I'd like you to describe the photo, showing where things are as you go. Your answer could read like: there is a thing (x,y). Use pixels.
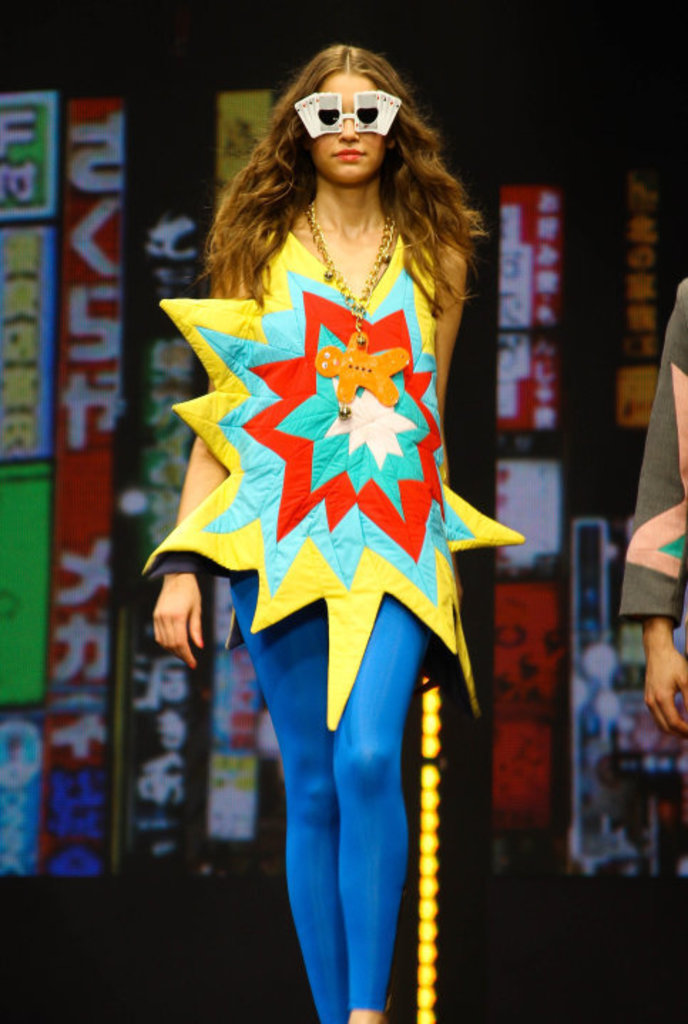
In this image we can see a lady (289,674) wearing goggles (355,112) is walking. In the back (524,406) there are banners (105,323).
